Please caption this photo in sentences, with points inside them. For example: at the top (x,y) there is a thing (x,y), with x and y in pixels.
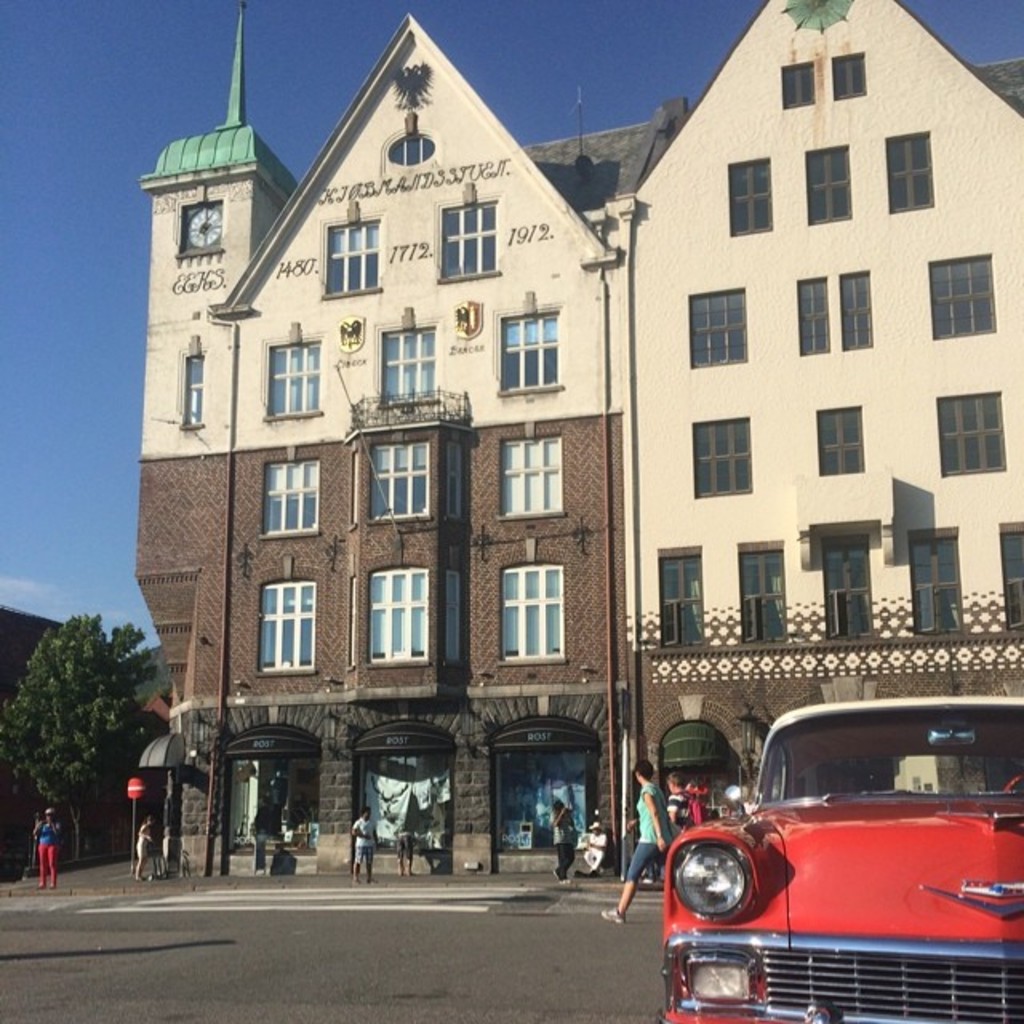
In this picture we can see a vehicle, people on the road (412,927), here we can see buildings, trees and some objects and we can see sky (594,1) in the background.
